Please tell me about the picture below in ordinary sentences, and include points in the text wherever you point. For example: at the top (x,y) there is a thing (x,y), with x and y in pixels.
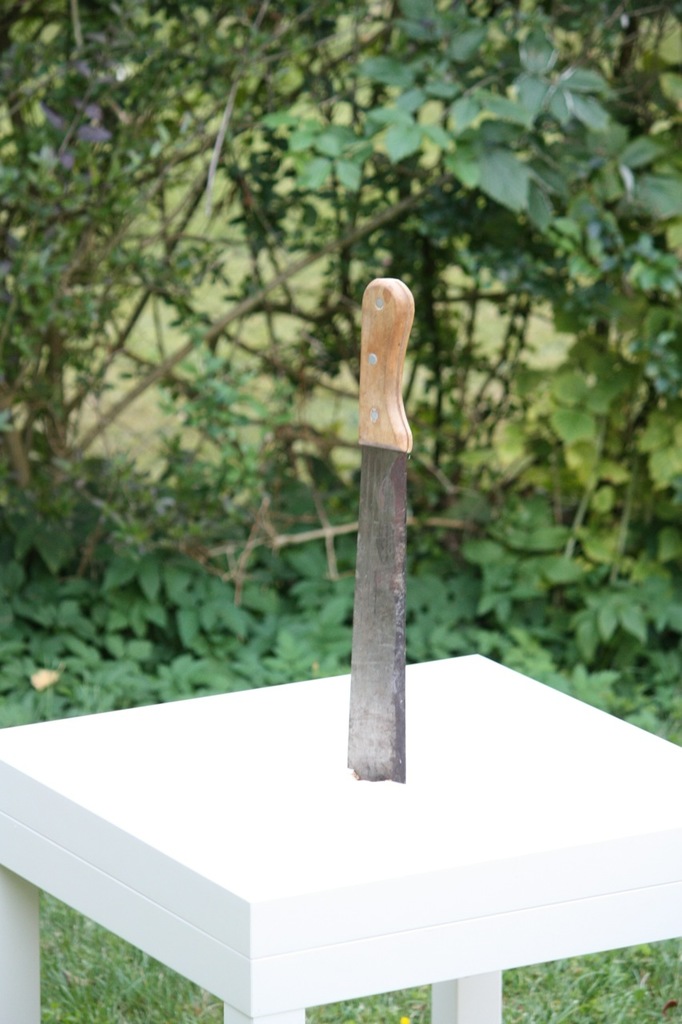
In the picture I can see a knife (364,714) on a white color table (389,823). In the background (269,411) I can see plants (331,436). The background of the image (197,596) is blurred.
